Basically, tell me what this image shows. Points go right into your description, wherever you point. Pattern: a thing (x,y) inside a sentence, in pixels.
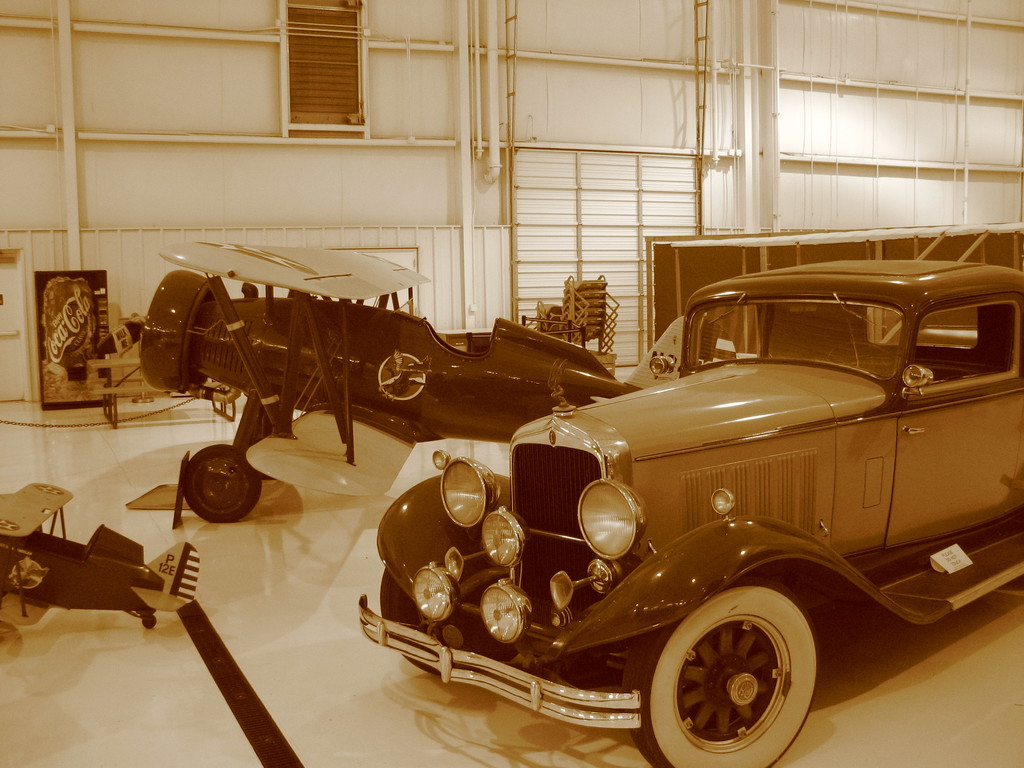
In this image, I can see an aircraft (456,375) and a car (709,450). This looks like a hoarding (72,321). I think this is a bench (115,409). Here is the wall (578,89) with the pipes (490,137) attached to it. On the left side of the image (188,556), I can see a small aircraft (24,592).
